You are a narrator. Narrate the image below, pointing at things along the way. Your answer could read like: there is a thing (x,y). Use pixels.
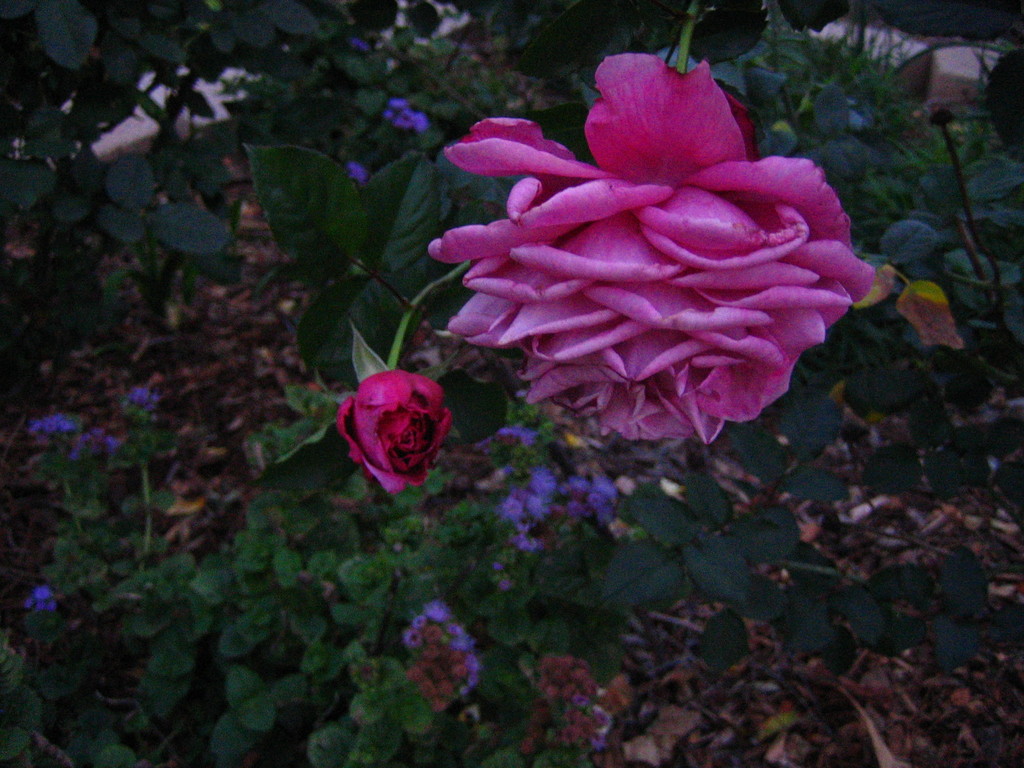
In this image there are flower plants (513,502).
